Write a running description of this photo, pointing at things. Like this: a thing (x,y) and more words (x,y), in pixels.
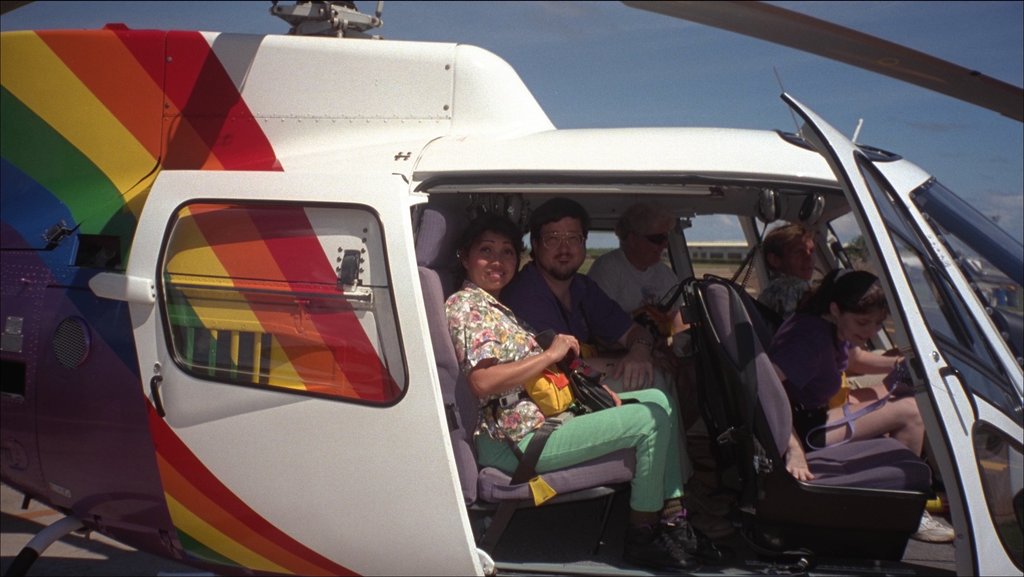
In this image I can see helicopter (282,272). I can see few people (643,363) are sitting inside and helicopter (343,158) is colorful. The sky (676,85) is in blue and white color.
